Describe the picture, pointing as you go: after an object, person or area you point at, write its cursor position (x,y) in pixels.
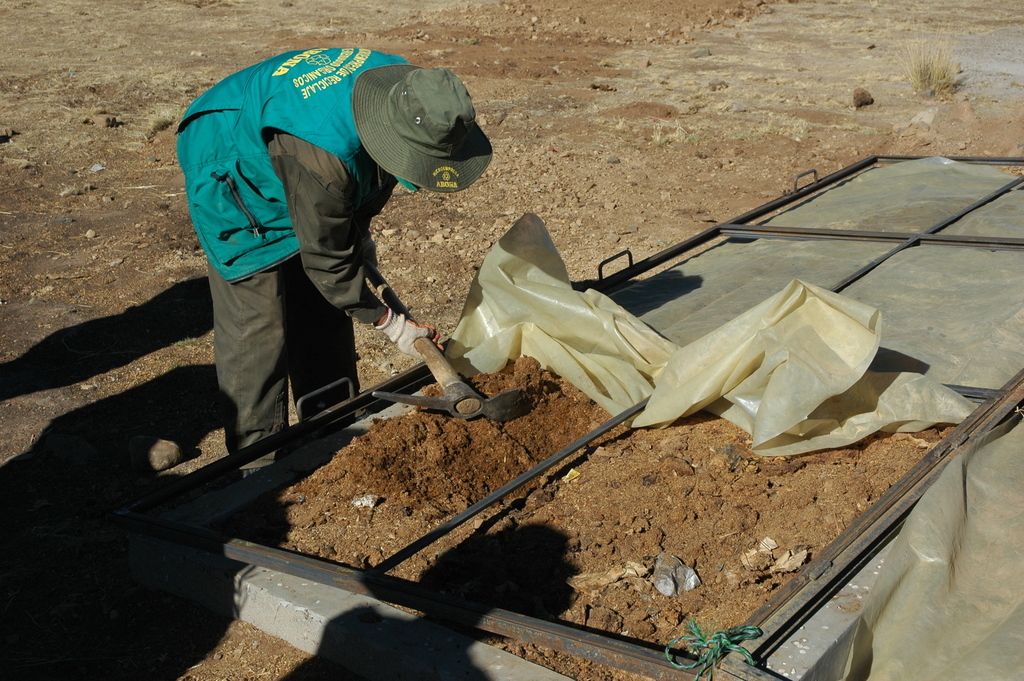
In this image we can see a person (361,179) wearing a cap (431,154) and jacket (310,136), he is holding a object (444,373) in his hand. At the bottom of the image (165,617) there is soil (80,606). There is a metal frame (297,426) and cover (920,308).
